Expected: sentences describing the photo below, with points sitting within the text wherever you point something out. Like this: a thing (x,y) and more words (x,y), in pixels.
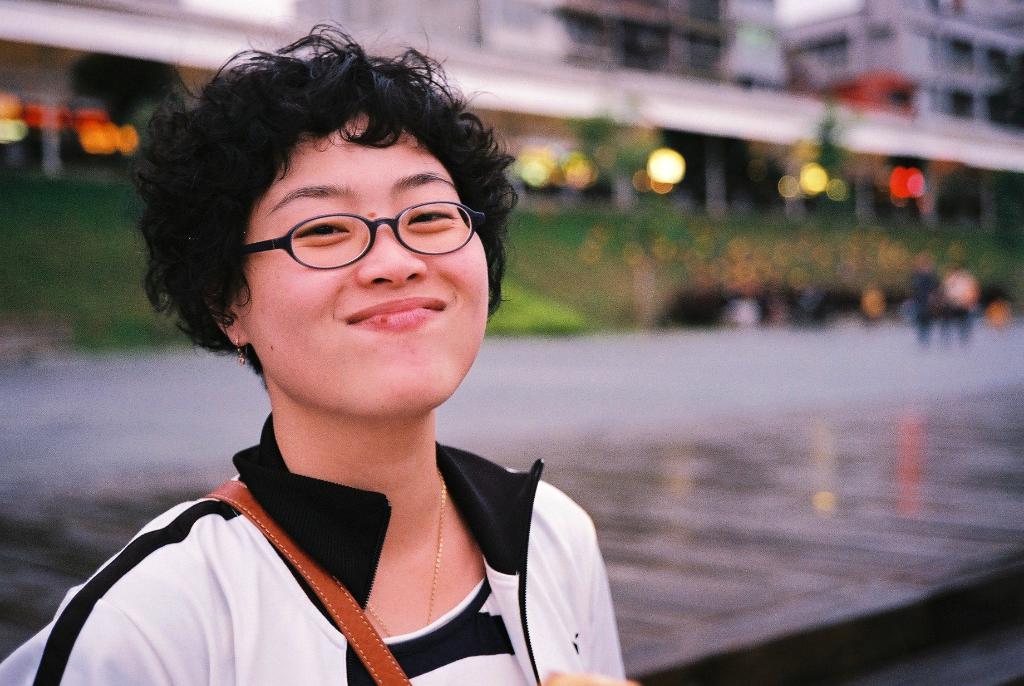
This picture is clicked outside. On the left (313,303) we can see a person (402,352) smiling and seems to be standing. In the background (810,401) we can see the ground (665,335), lights (659,179), green grass (55,192) and group of persons (925,312) and we can see the buildings (527,42) and some other objects (158,51). The background of the image (71,480) is blurry.
